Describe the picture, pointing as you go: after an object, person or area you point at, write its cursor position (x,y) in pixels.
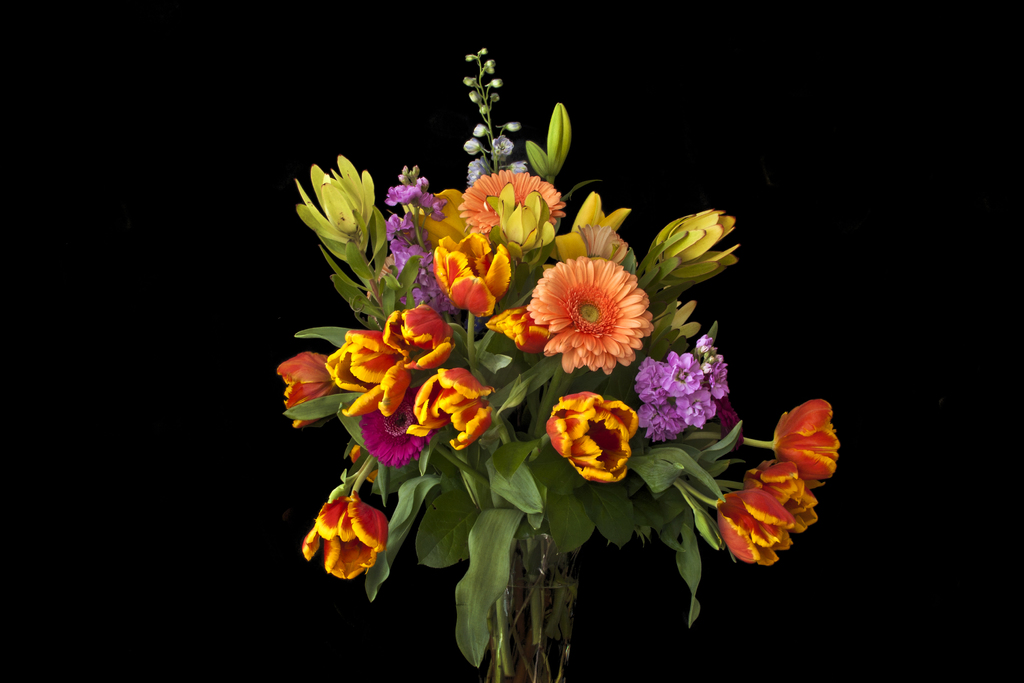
In this image we can see vase (532,605) with flowers (386,343) and leaves (537,434) on stems (540,624). In the background (168,449) it is black.
